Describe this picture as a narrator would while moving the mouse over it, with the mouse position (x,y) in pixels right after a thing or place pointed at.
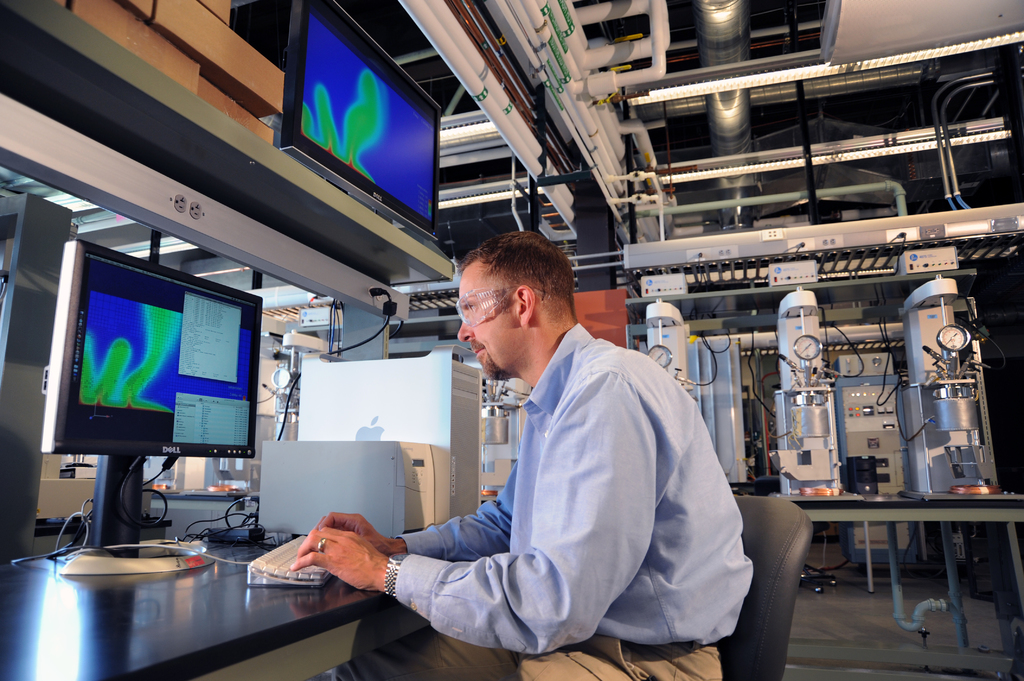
A man (528,524) is sitting on the chair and typing on the keyboard (307,569). There is a computer (123,430), CPU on the table (242,558). In the background (419,135) there are pipes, screen (358,111) and electronic device (911,345).
